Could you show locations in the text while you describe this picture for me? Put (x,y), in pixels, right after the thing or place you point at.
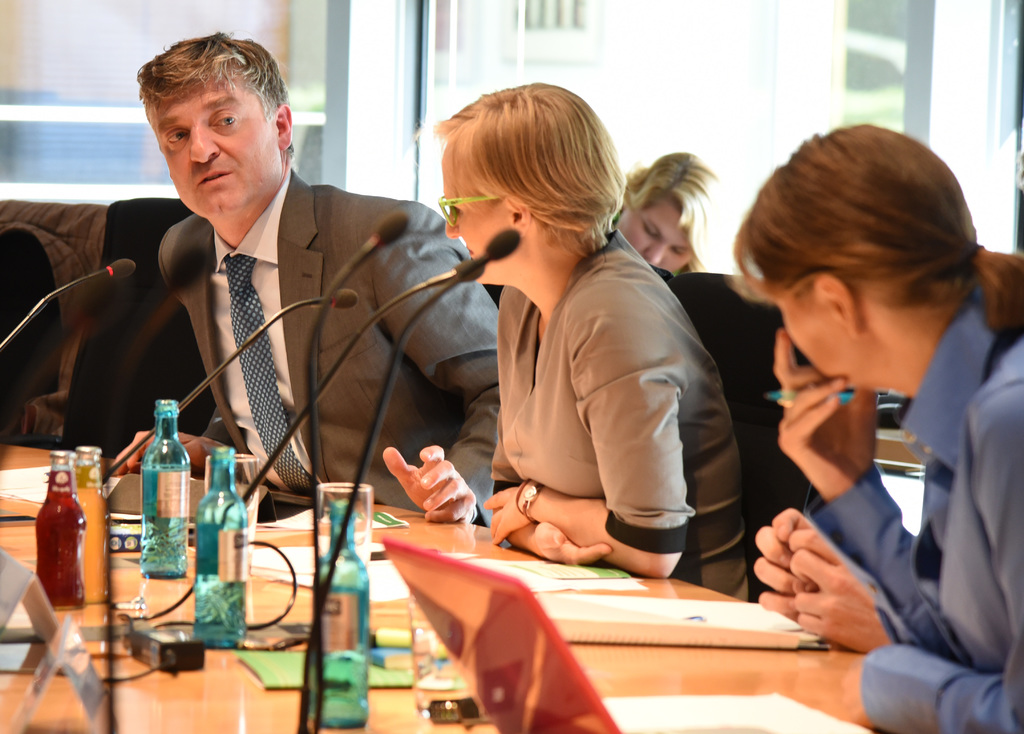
In the center of the image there is a table (300,603) on which there are bottles (337,650), glasses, mics (316,564), papers (285,527). To the right side of the image (831,488) there are people (592,329) sitting on chairs (729,341). In the background of the image (859,60) there is a glass wall (293,68).
